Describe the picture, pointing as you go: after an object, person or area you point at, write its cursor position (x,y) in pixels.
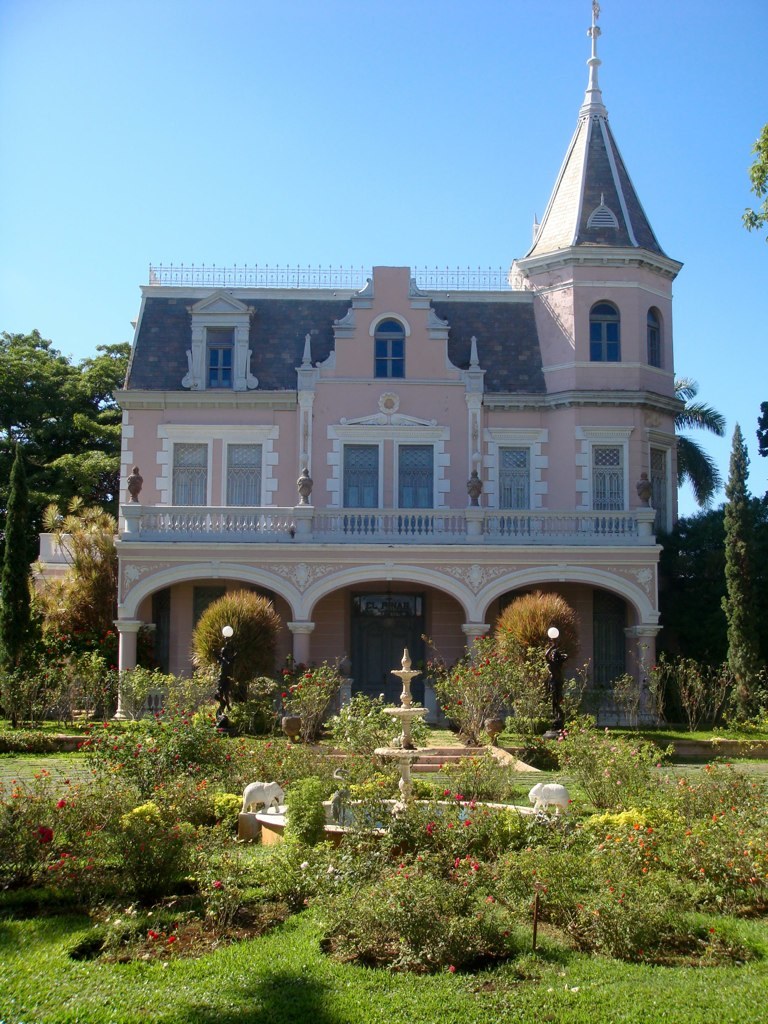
In this image, we can see a houses (304,628) with doors (355,465), glass windows (179,490), walls (387,560), railing (352,527), pillars (127,642). Top of the image (613,81), there is a pole (593,42), sky (357,112). Here we can see so many trees (71,468), plants (131,804), flowers (753,809), grass (595,976). In the middle of the image (408,681), we can see a water fountain (405,805), few sculptures (534,805), poles (548,657) with lights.
